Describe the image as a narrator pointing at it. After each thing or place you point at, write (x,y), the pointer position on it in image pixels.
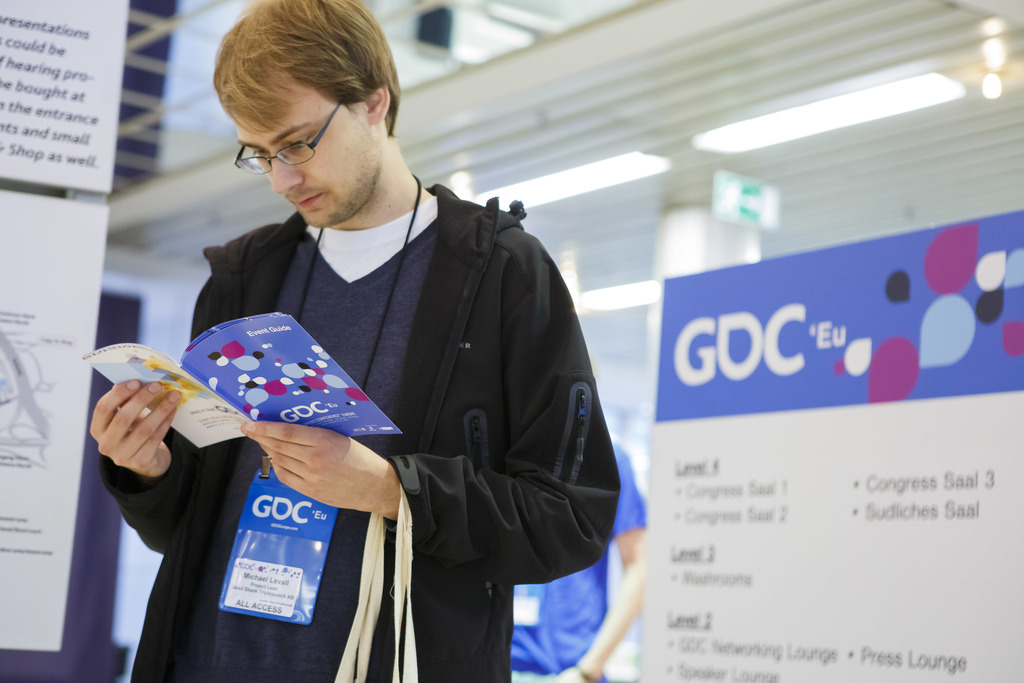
In this image, I can see a person (392,514) standing and holding a book (208,353). On the left (82,176) and right side of the image (765,333), I can see the boards (805,522). In the background (638,556), there is another person (584,617) standing and lights (538,194) attached to the ceiling (602,87).
